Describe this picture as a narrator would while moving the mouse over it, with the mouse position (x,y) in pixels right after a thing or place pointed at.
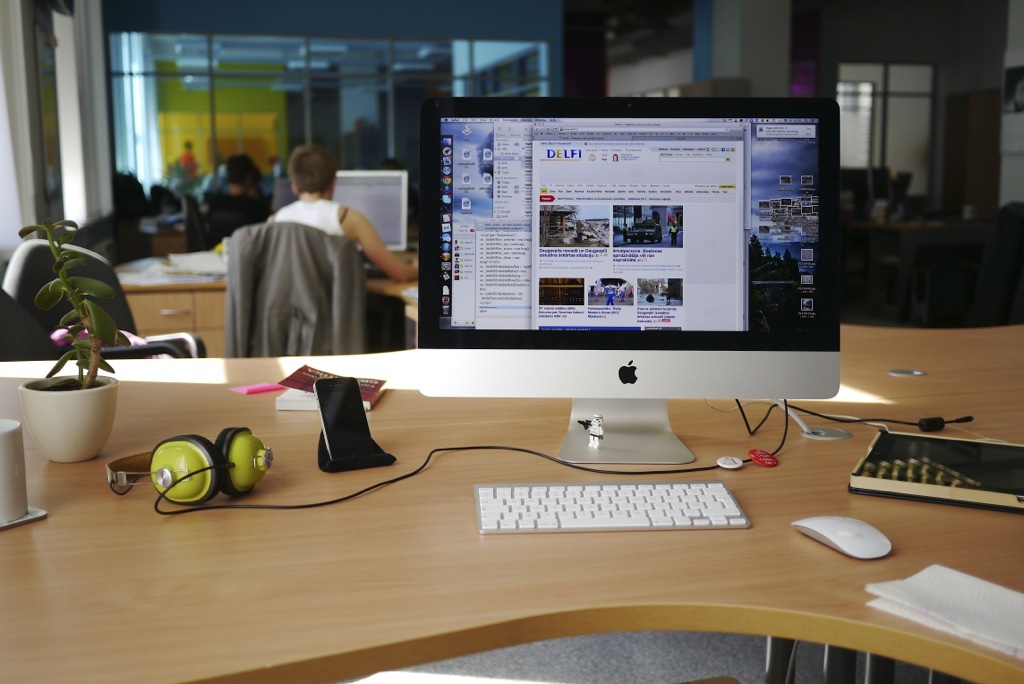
This is a wooden table (313,585) where a computer (507,389) with key board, a mouse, a mobile phone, a headset (331,504) and a clay pot (80,459) are kept on it. In the background (385,240) we can see a man (370,259) sitting on a chair (302,258) and he is working on a computer (395,226).
